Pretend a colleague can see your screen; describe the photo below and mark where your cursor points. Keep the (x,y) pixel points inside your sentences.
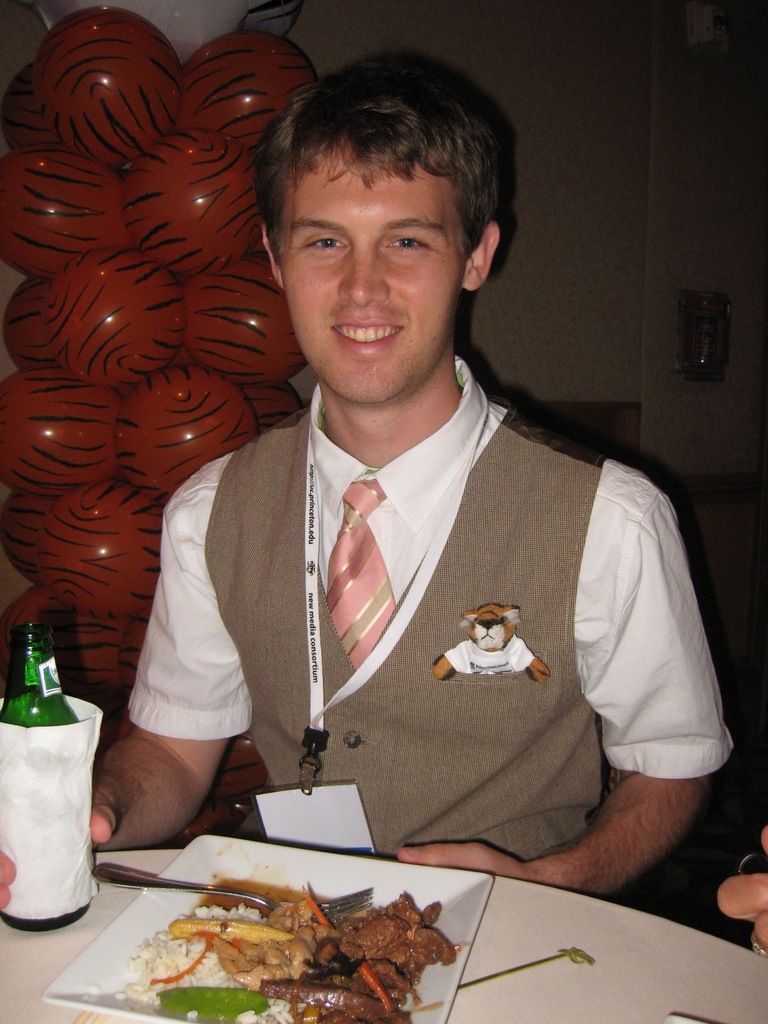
In the center (446,679) we can see one man (471,720) sitting on the chair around table (484,962). On table (478,974), there is a food item (309,924) and beer bottle (45,708). In the background (346,63) we can see balloons (150,312) and wall (560,228).
